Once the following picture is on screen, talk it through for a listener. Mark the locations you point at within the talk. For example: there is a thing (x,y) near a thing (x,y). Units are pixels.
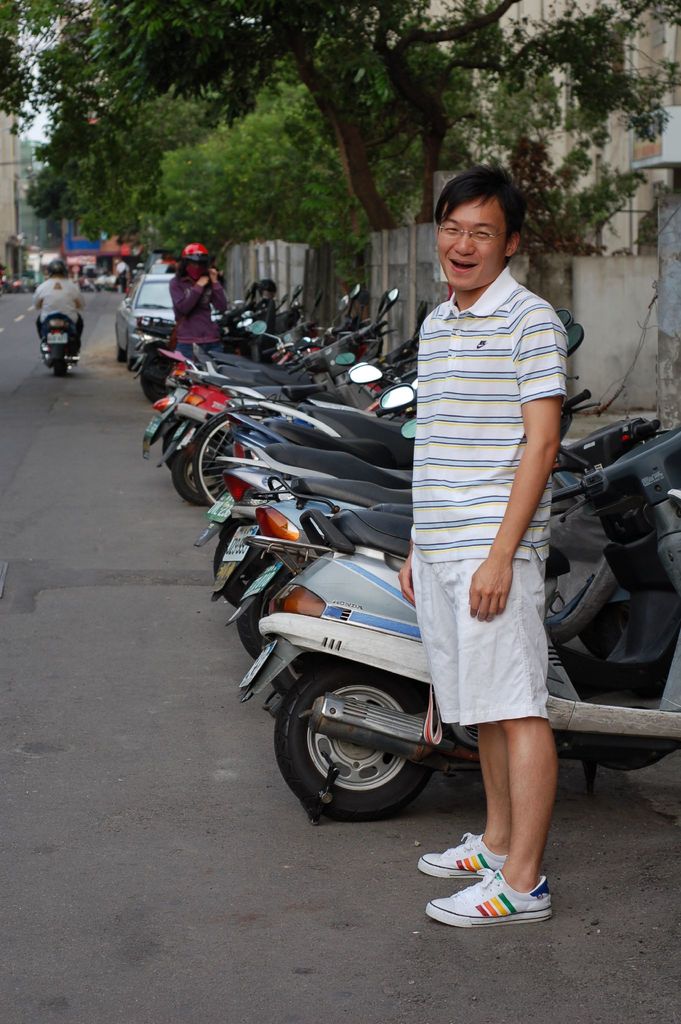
In this image we can see a man (444,854) is standing on the pavement (460,960). In the background (70,322), we can see two people (45,305), vehicles (109,282), boundary wall (279,278) and road (53,450). At the top of the image (189,112) we can see trees (336,134) and buildings (636,57).
